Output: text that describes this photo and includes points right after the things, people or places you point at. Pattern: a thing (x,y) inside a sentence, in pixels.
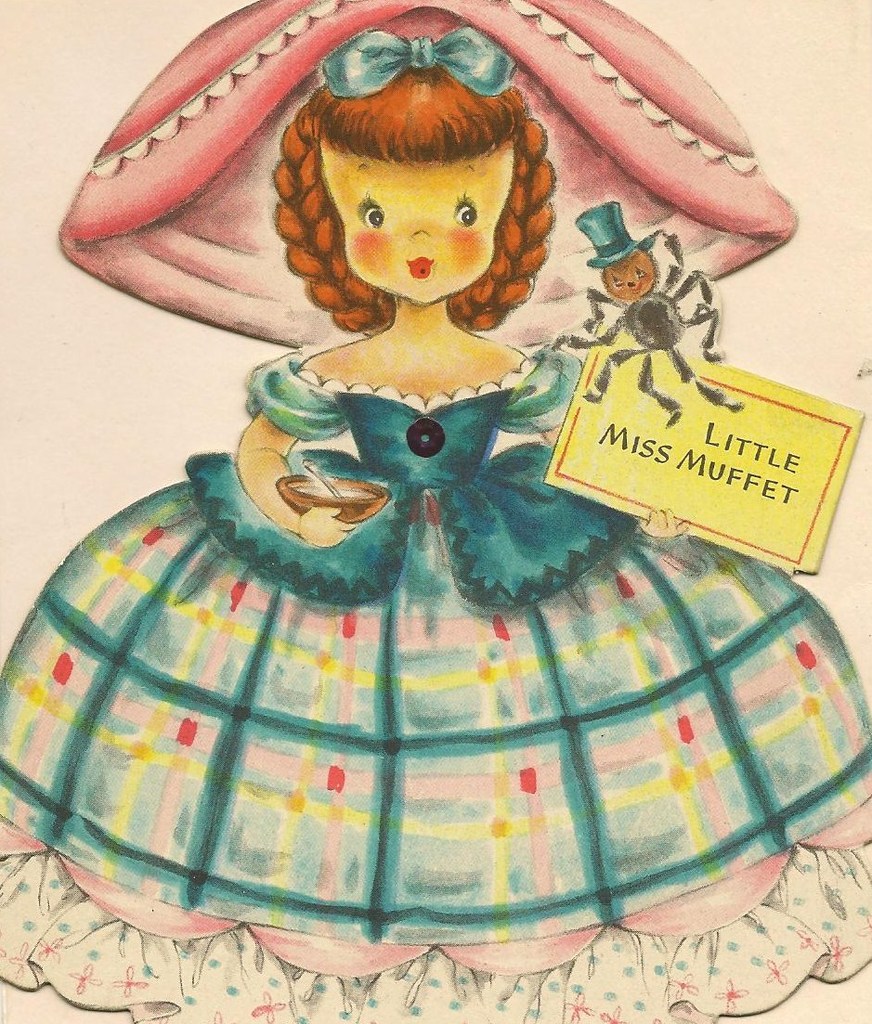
In the image there is a painting (561,379) of a doll (392,501). And also there is a spider (647,349) with a hat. And also there is a paper (739,449) with text (709,442) on it.
